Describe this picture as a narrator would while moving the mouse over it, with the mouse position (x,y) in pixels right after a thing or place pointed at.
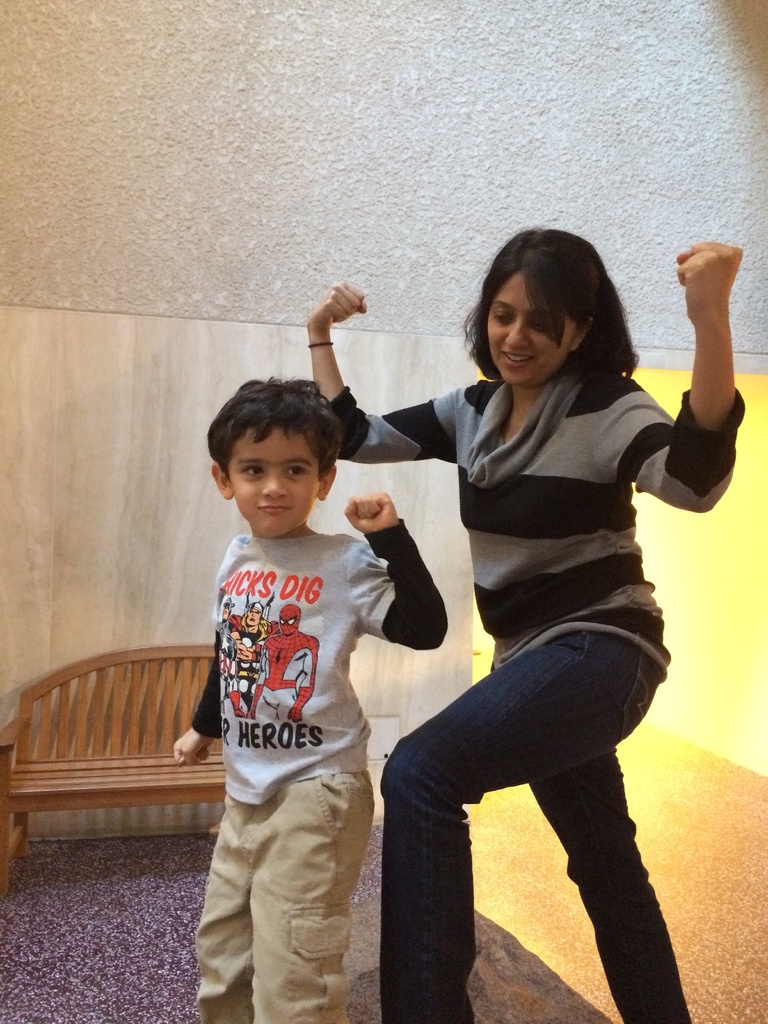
In this image we can see a lady (562,576) and child (229,648) standing. In the background (88,795) we can see a bench (128,760).
